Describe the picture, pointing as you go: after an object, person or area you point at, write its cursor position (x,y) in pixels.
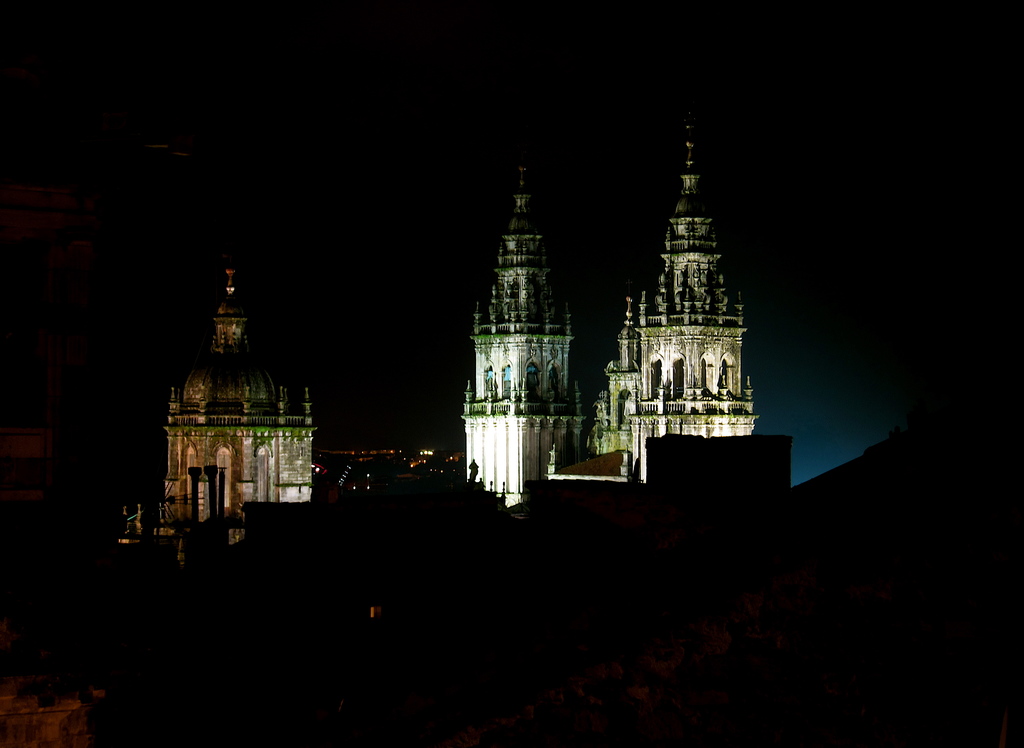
In the middle of this image (596,418), there are buildings (232,321) having lights (452,457). Around them, the background (341,416) is dark in color.
